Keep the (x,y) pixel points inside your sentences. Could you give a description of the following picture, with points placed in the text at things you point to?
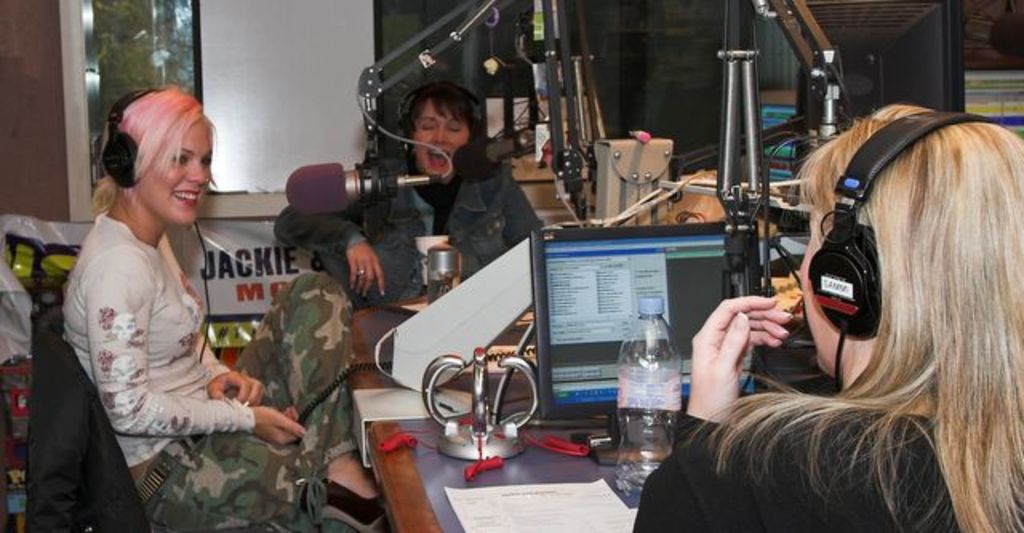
In this picture we can see three women (656,512). There is a table (433,489). On the table (522,454) we can see a monitor (684,343), bottle (645,410), paper (621,522), and objects (436,342). There are mike's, stands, and a banner (258,313). In the background (270,157) we can see a wall (277,100) and glass (112,86).
